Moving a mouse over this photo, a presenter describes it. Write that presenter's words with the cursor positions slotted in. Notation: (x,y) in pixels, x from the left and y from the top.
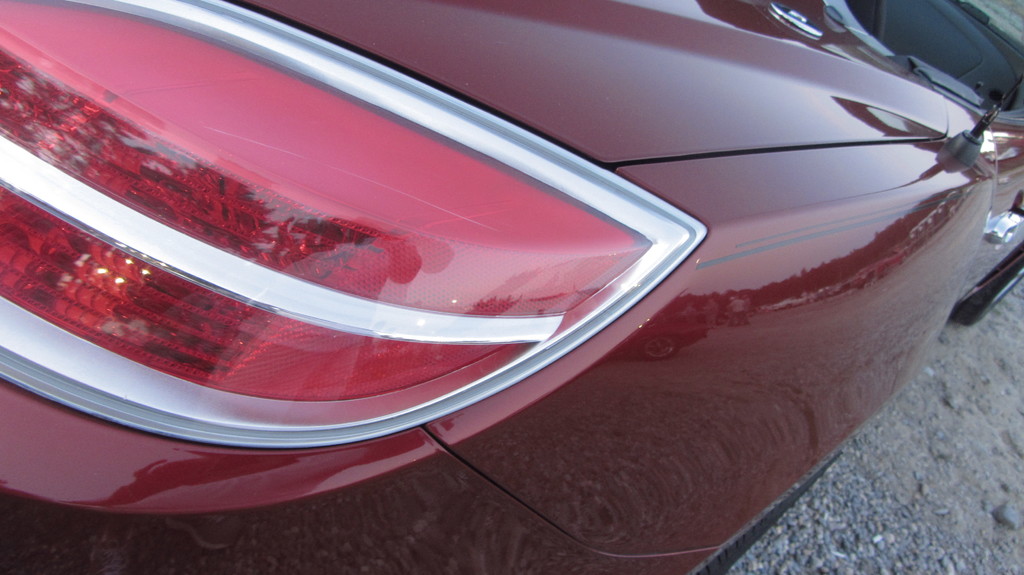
In this image in the center (371,208) there is one vehicle (798,297), and at the bottom (841,502) there is a road (907,529).
